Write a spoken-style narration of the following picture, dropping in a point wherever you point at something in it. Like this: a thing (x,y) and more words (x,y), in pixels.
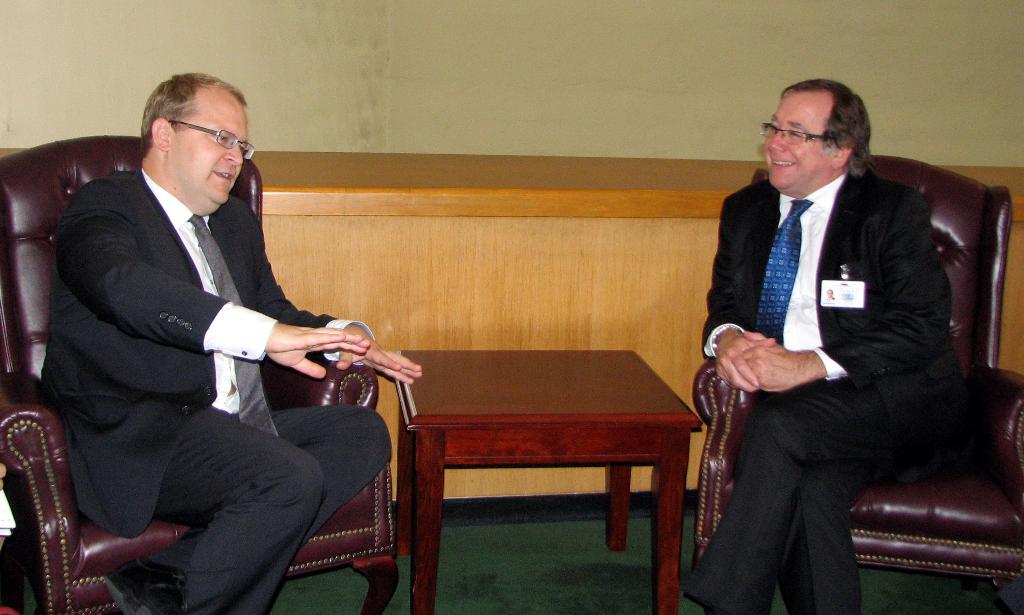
Two persons (297,323) are sitting on the chair (976,290) and this is table (568,418). On the background (453,94) we can see wall (487,102). This is floor (547,562).
